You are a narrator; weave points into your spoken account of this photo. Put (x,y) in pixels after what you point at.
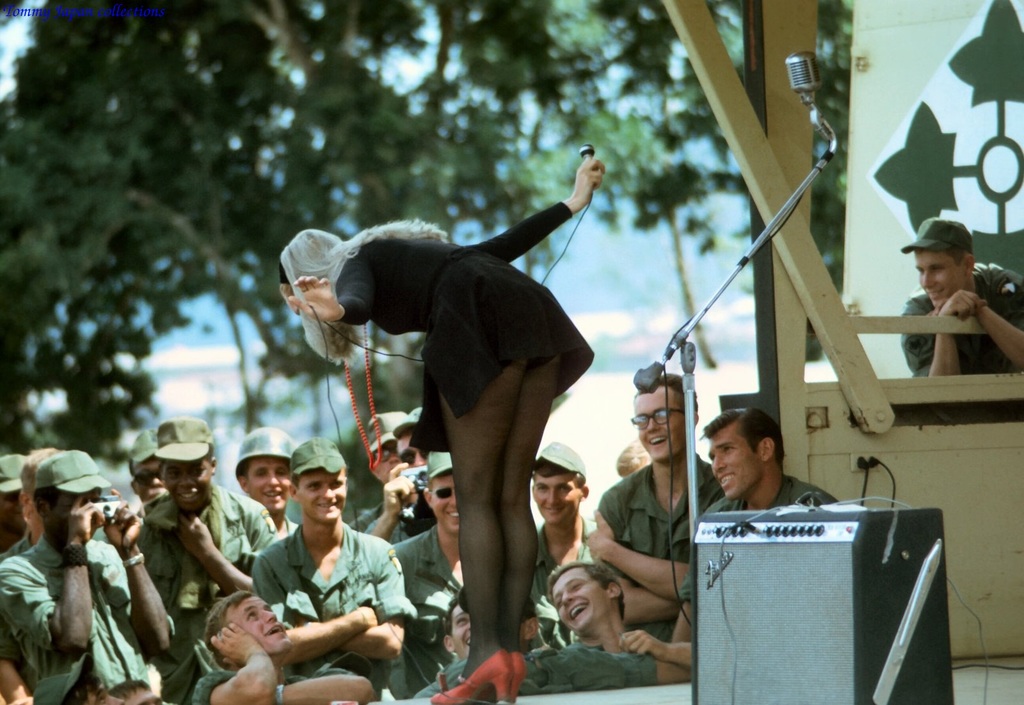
In this picture we can see group of people (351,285), In the middle of the image (397,282) we can see a woman (554,369), she is holding a microphone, behind her we can find a speaker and another microphone (812,122), in the background (532,114) we can see a hoarding (956,106) and few trees (388,124).
